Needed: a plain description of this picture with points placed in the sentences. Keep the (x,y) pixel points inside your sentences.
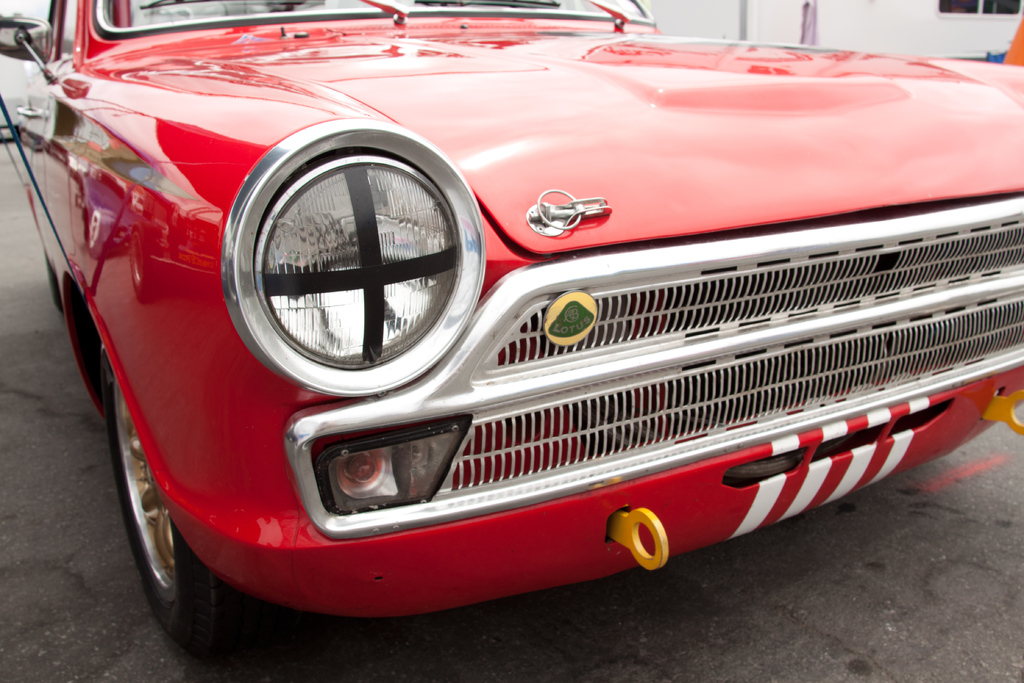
In this image, we can see a car (655,152) which is colored red.
